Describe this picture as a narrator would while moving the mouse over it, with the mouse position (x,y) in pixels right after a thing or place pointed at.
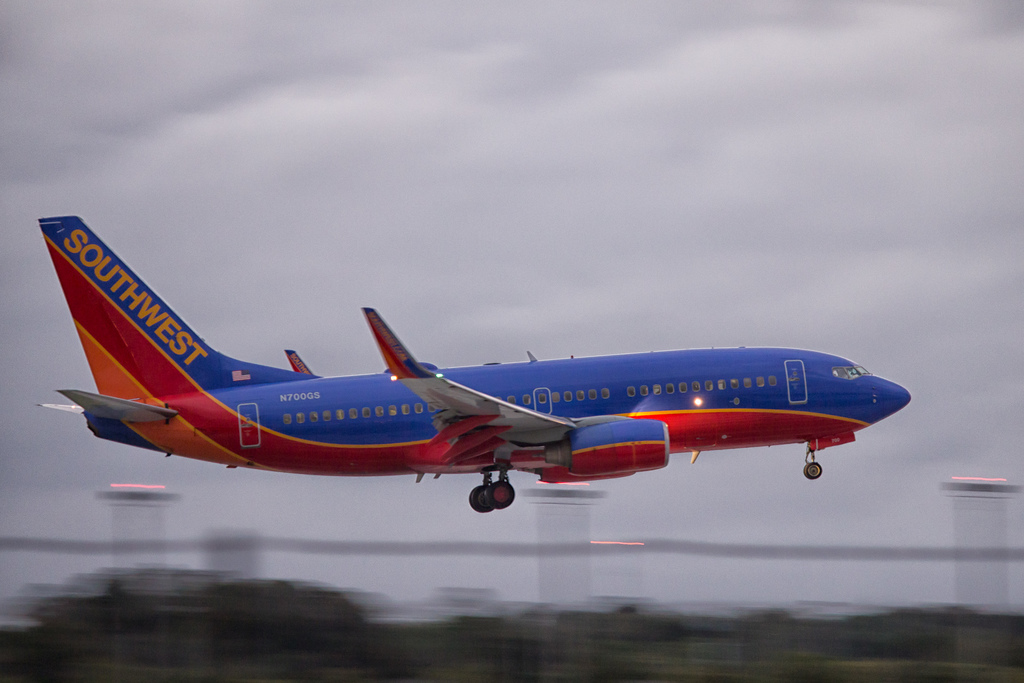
In the center of the image (470,454) we can see one airplane (468,455) with a multi color. And we can see some text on the airplane (592,436). In the background (526,196), we can see the sky (540,172), clouds (549,240) and a few other objects (573,605).
